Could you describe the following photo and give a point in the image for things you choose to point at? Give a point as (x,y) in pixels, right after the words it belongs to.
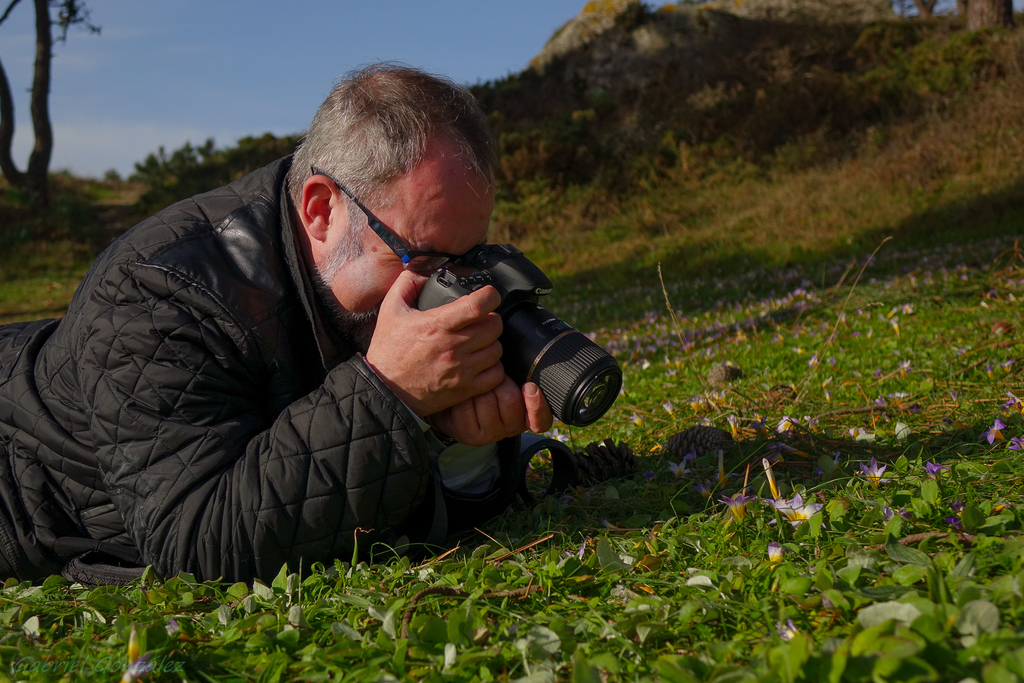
This person (184,249) is lying on a grass (427,547). He wore jacket (248,347), spectacles (425,268) and holding a camera (552,336). Far there are number of plants (255,154) and trees (42,15).
